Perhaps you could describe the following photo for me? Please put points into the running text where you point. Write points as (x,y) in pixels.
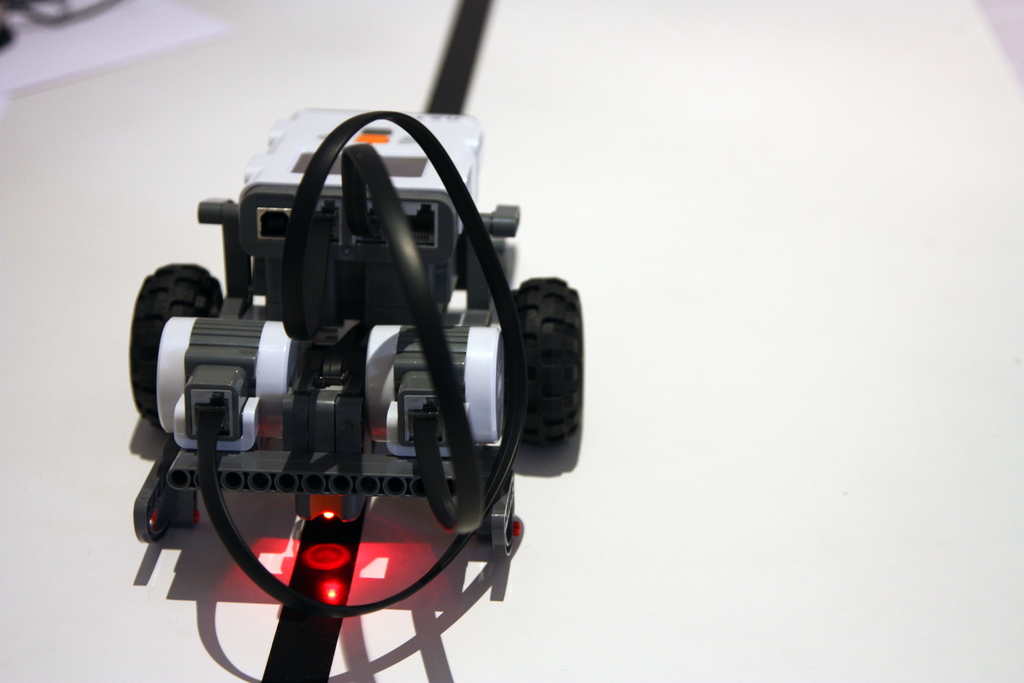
In this image I can see a toy car (231,534) which is in black and white color and the car (232,534) is on the white color surface (91,360).
